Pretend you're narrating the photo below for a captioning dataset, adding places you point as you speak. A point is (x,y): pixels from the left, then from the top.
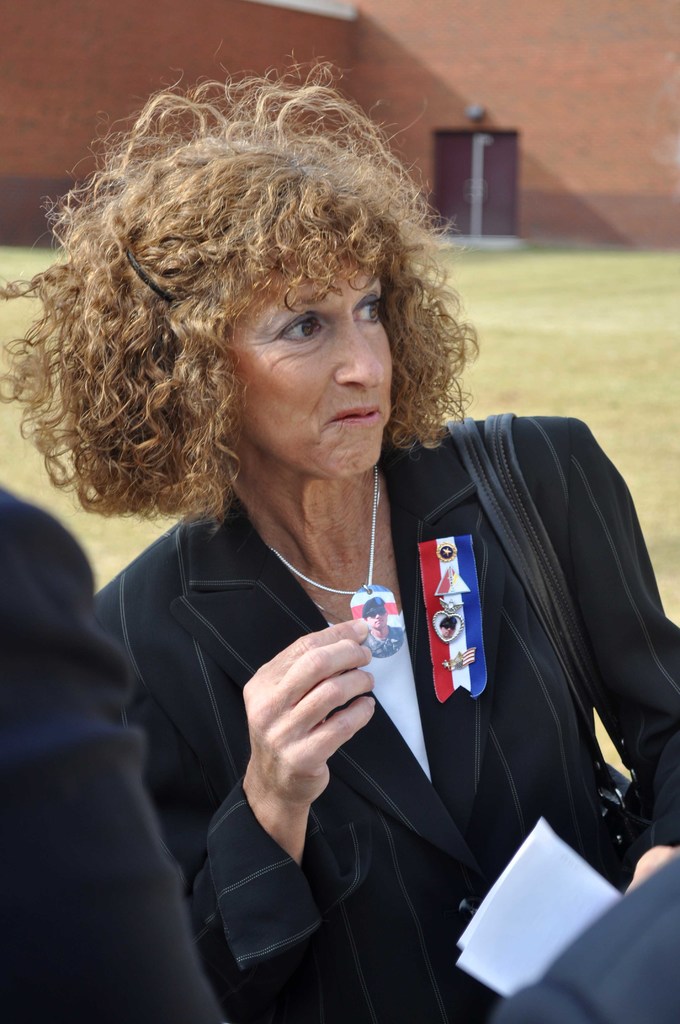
In this image, we can see a woman (413,618) is holding a locket (398,649) and wearing bag (544,535). Here we can see few clothes (108,919). Background (652,309) there is a blur view. Here we can see grass (554,334), wall (583,229) and doors (445,171).
